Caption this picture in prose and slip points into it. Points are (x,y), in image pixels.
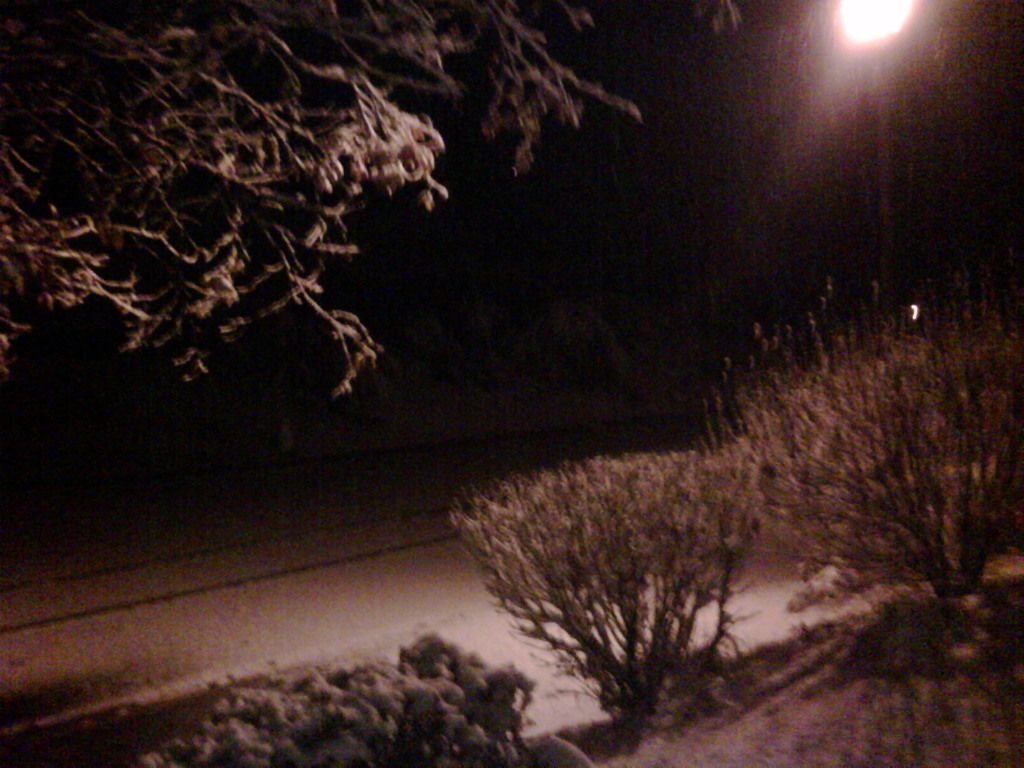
In this picture we can see the night view of a street (394,577) with a street light (902,18) and bushes (574,598).
